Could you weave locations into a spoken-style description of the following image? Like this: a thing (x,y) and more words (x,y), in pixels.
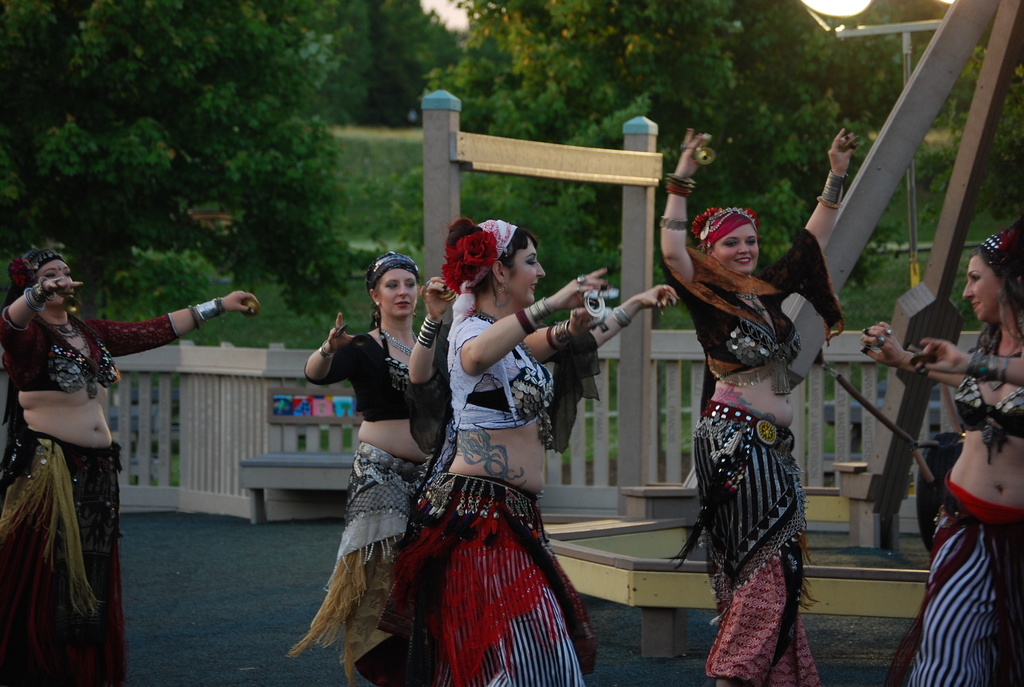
In the picture I can see these women (462,637) wearing different costumes (495,536) are dancing on the ground (215,644). In the background (736,98), I can see the fence (314,422), poles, light poles (831,3), grass (407,144) and trees (324,122).
